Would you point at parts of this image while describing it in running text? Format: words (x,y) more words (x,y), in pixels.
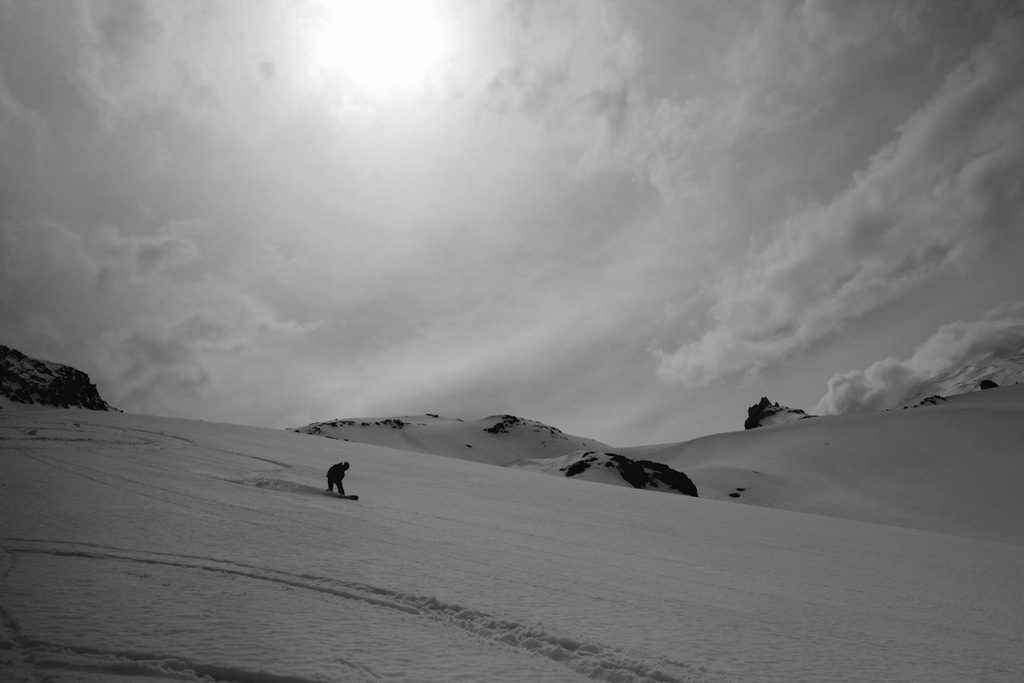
In this image we can see a person (344,473) snowboarding on the snow (731,526), there are some rocks (65,400) and we can see clouded sky (609,233).
